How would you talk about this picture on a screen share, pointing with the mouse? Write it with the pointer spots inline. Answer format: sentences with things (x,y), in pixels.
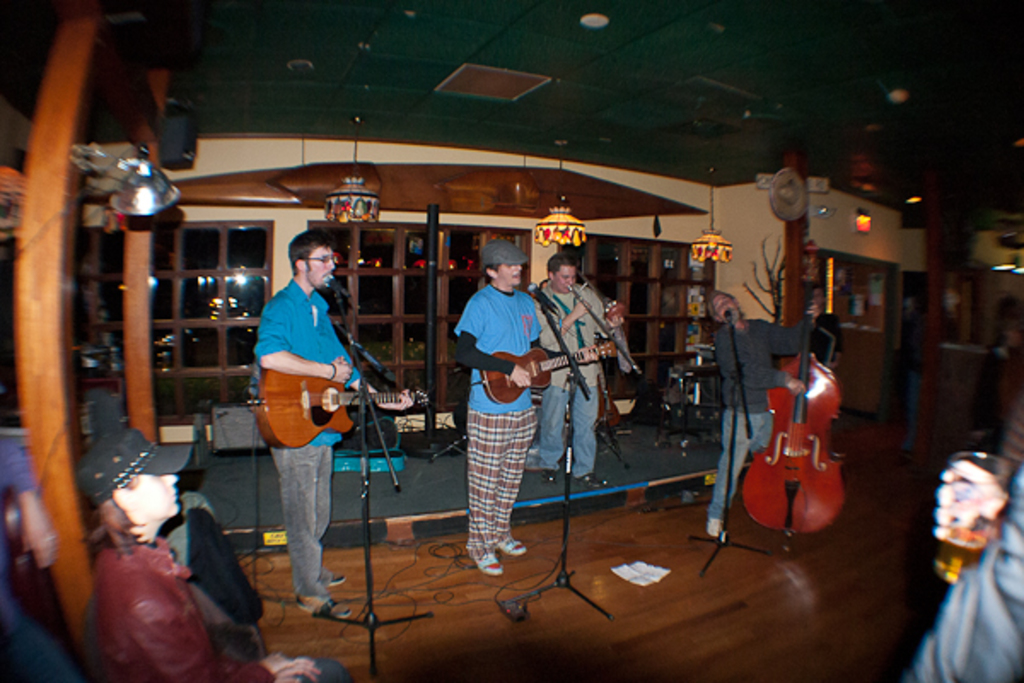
In this image the four people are playing the musical instrument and the person (971,515) is holding a glass (971,532).
